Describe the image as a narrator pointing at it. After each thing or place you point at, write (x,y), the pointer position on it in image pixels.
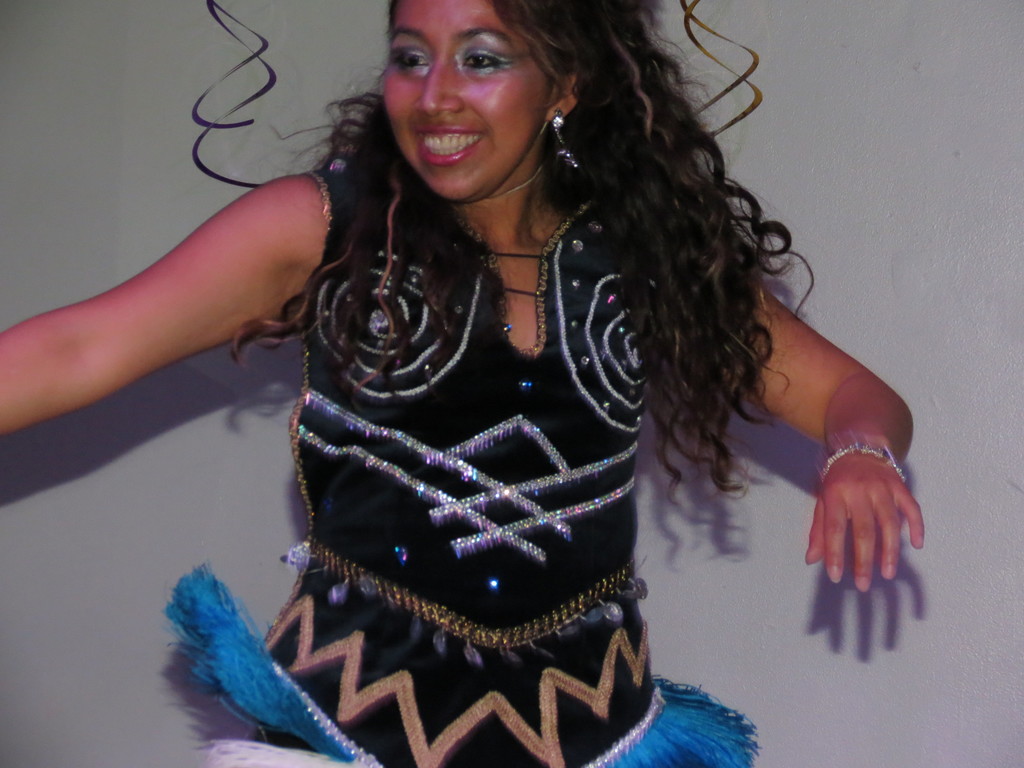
This is a woman (424,470).
